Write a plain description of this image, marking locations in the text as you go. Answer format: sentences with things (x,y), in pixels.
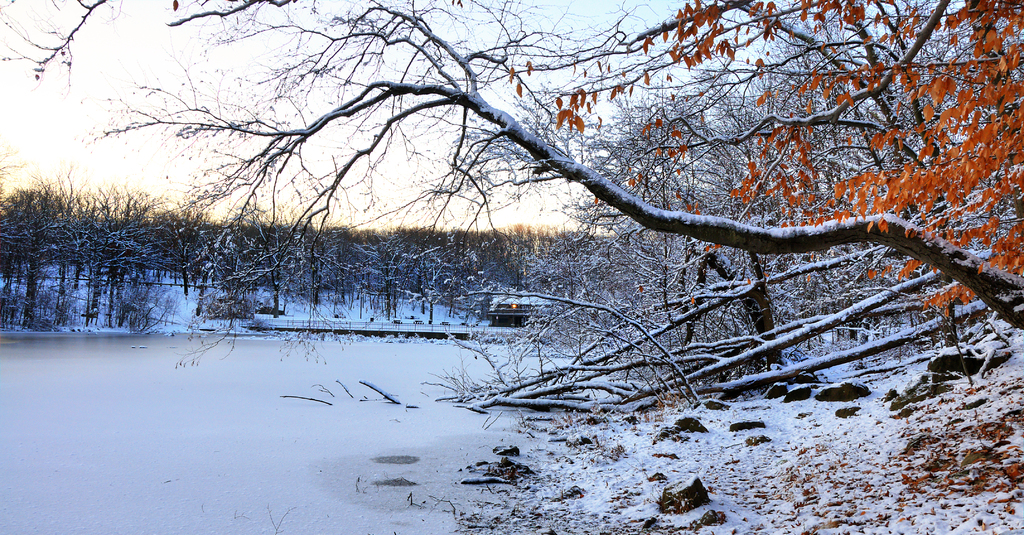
These are the trees (893,269) with the leaves (842,190), which are partially covered with the snow (455,314). This looks like a snow (313,496). I can see the rocks (694,421).
